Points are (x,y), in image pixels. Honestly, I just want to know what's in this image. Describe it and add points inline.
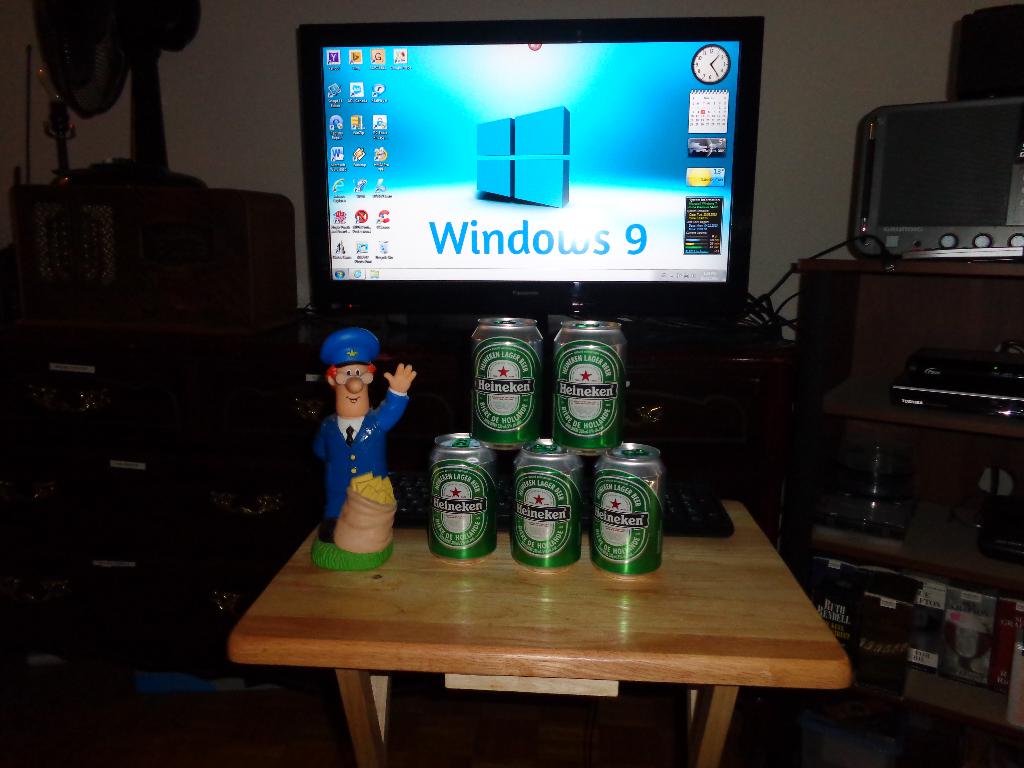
The picture is clicked in a room (233,249). In the middle (468,290), there is a computer (421,306). In front of that there are five beer tins (658,534) on the table (538,600). Beside tins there a toy (355,487). To the right there is rack (909,418) on which a device (949,202) is kept.
